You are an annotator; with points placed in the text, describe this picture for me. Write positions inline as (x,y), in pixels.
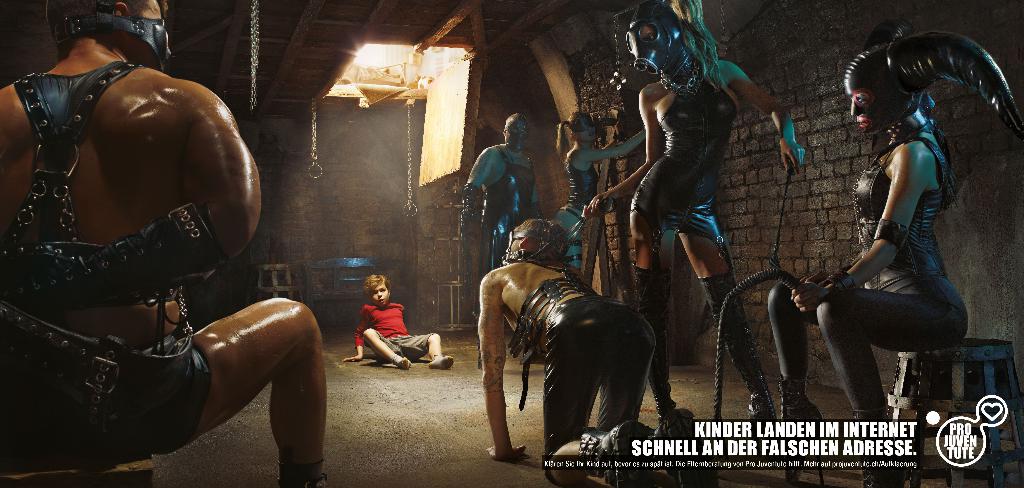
In this image it looks like it is a digital art in which there are people (638,198) who are wearing the mask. In the middle (375,304) there is a boy (379,318) sitting on the floor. At the top (390,89) there's a hole (387,85). There are chains (252,32) which are hanged to the roof (293,27).
